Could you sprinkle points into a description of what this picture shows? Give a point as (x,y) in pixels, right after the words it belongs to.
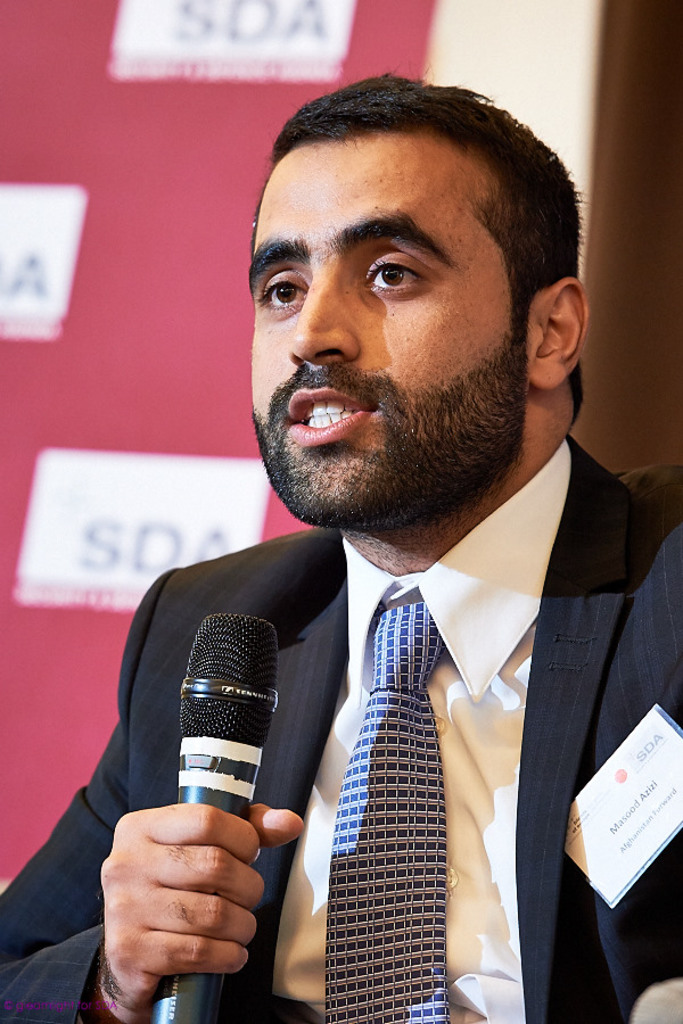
There is a man (401,181) who is talking on the mike (246,673). He is in a black suit (538,837). On the background (212,392) there is a banner (97,176).
